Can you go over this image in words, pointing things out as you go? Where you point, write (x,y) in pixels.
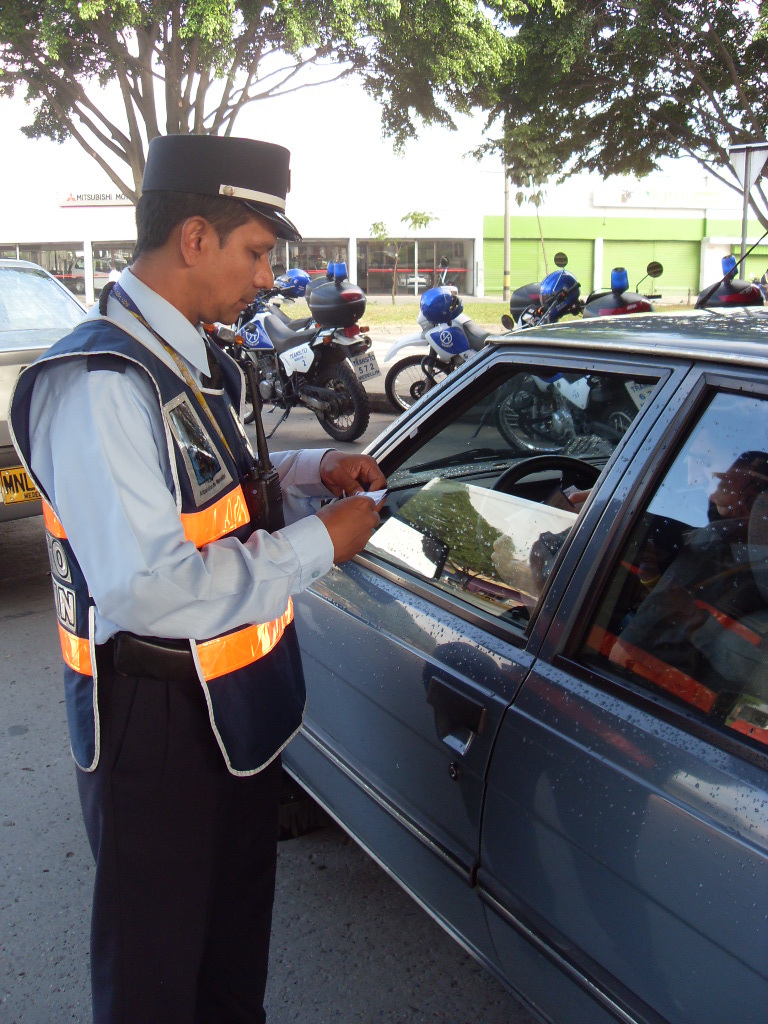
In this image we can see a man (225,278) is standing on the road (297,428) at the car (460,475) and we can see helmets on the bikes (339,350) and car (680,771) on the road (288,426). In the background (456,271) there are trees (148,27), buildings (456,271), vehicles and sky (321,136).
